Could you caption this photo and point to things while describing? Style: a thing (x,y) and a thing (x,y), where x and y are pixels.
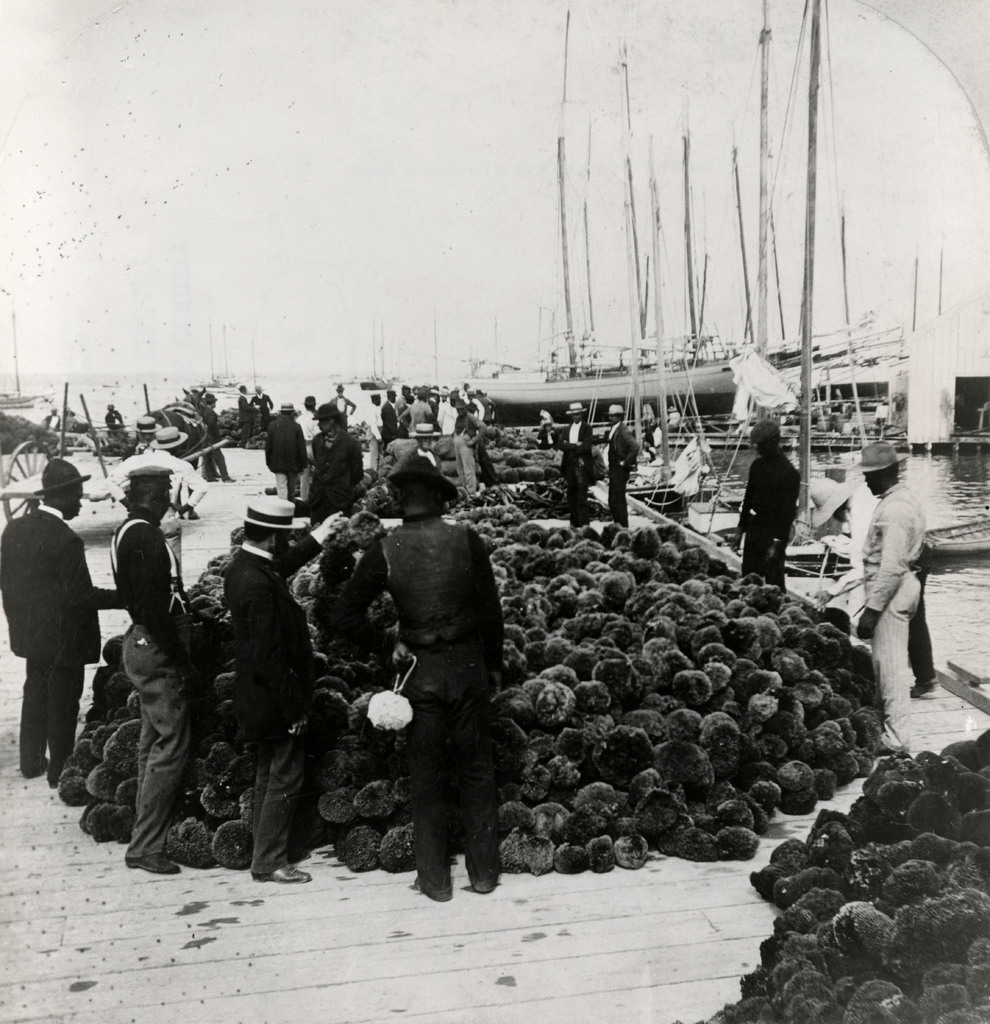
It looks like an old black and white picture. We can see there are groups of people (9,610) standing and on the path (596,524) there is a cart (27,471). On the right side of the people (287,663) there are boats (673,371) on the water (818,462) and on the boats (804,566) there are poles (806,378) and other things (796,395).
